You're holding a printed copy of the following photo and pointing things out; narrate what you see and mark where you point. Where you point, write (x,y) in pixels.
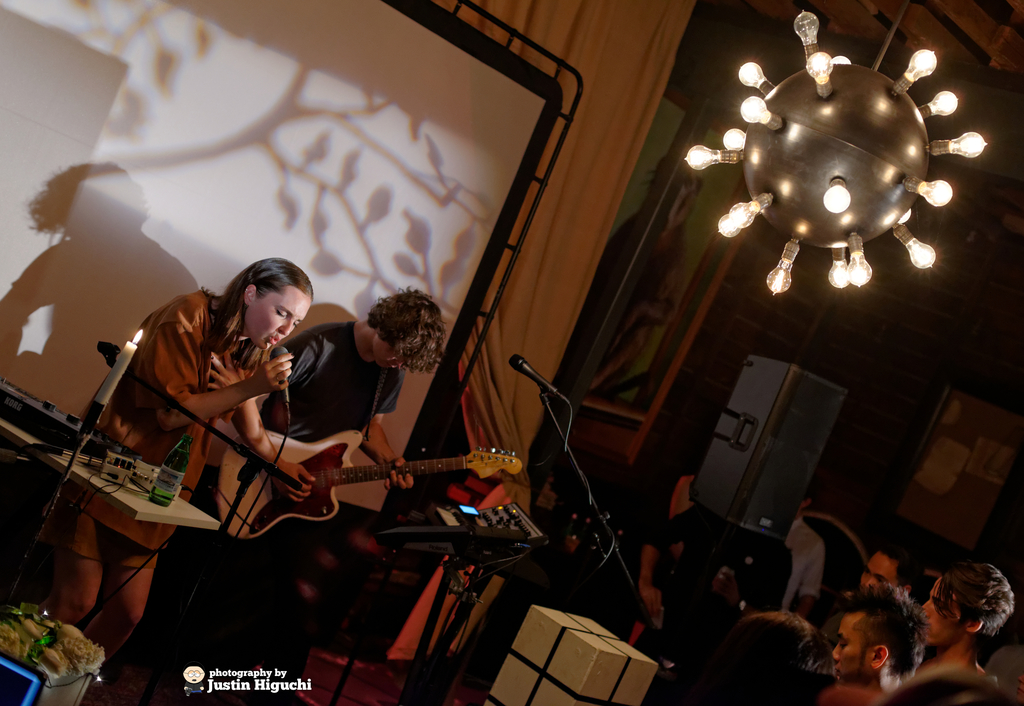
there are many people (190,466) in a room (981,547). at the left (272,542) people (218,353) are standing and singing. the person (231,341) at the left (231,341) is holding a microphone (287,413) and a person (328,363) to her right is playing a white and red guitar (274,493). behind them there is a white screen (450,87) and curtains (531,323). at the right (877,592) people (864,608) are standing and listening to them. at the top (850,109) there is a chandelier (838,148) which has many bulbs (836,267). in the left (176,520) front there is a table (113,495) on which there is a green bottle (164,470) and a candle (127,353) is lit.
